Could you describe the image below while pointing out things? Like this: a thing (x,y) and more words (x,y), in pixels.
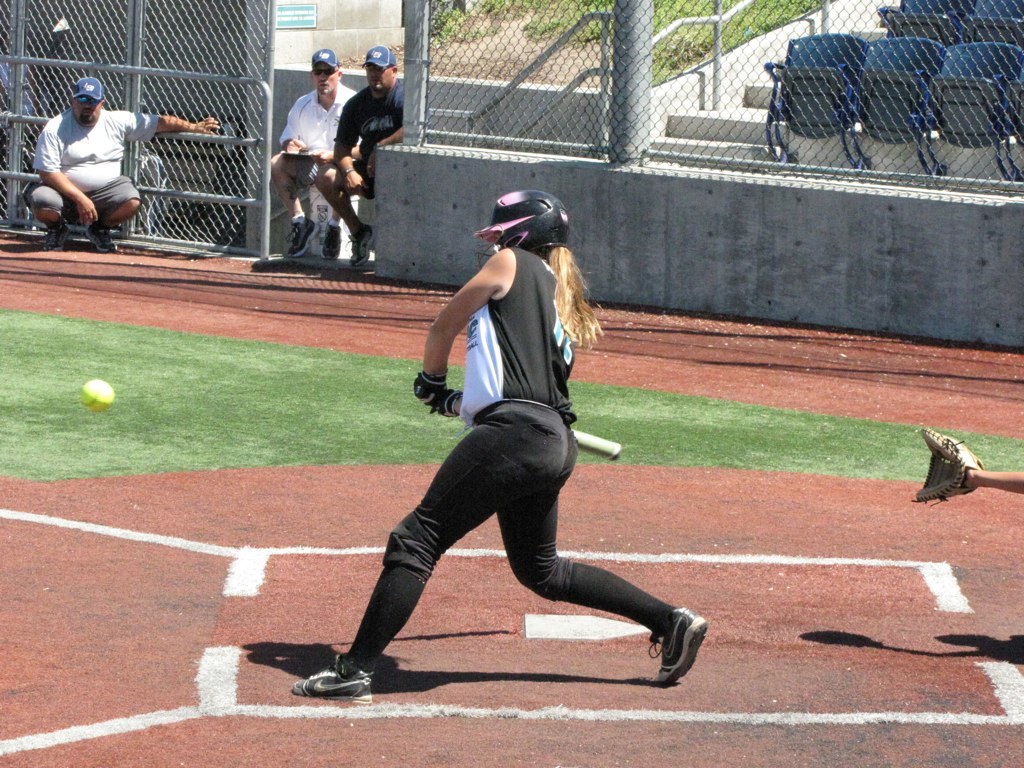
In this image there is a woman (461,392) holding a baseball bat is about to strike the ball (100,403) in front of her, behind the woman (471,464) there is a person's hand (971,475) with a glove (942,475), in the background of the image (376,132) there are a few people (324,151) sitting, besides him there is concrete (397,167) and metal rod mesh fence (463,81), behind the fence (659,115) there are empty chairs (857,63) and there is grass (684,44) on the surface (477,47).
